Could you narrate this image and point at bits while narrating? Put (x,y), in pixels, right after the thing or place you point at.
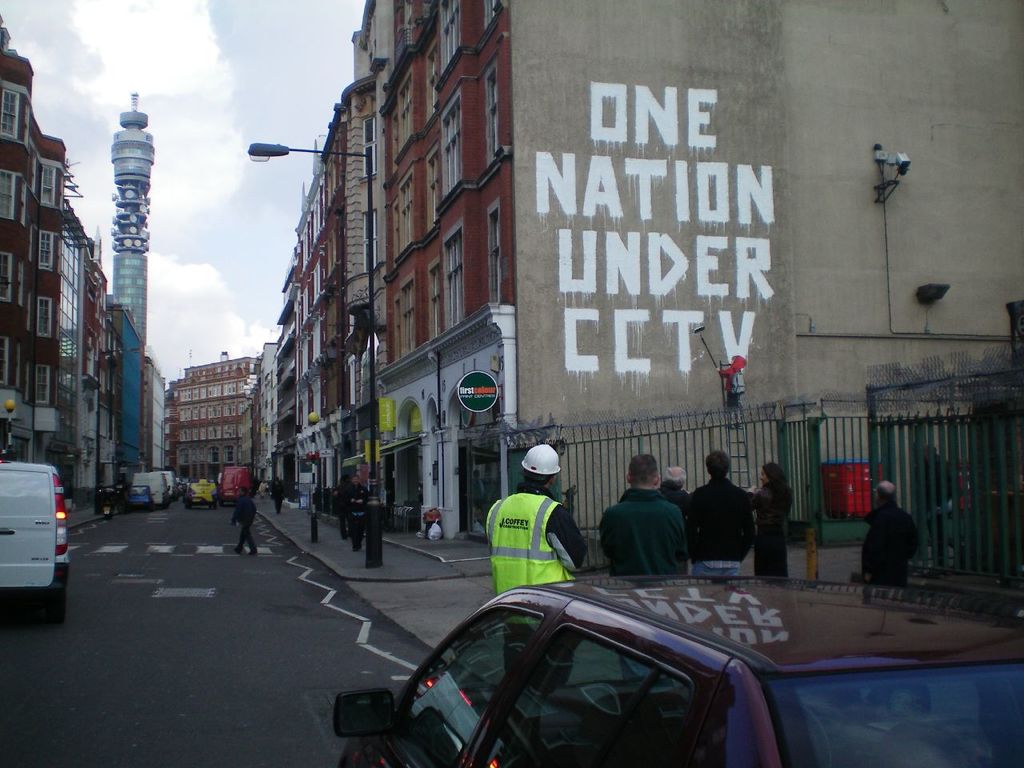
In this picture, we can see a few people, vehicles (339,720), buildings (583,360) with windows (314,243), poles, lights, fencing (880,429), and we can see some text (648,362) and some objects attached to the wall (807,68), we can see the road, the sky (197,209) with clouds (199,170).
